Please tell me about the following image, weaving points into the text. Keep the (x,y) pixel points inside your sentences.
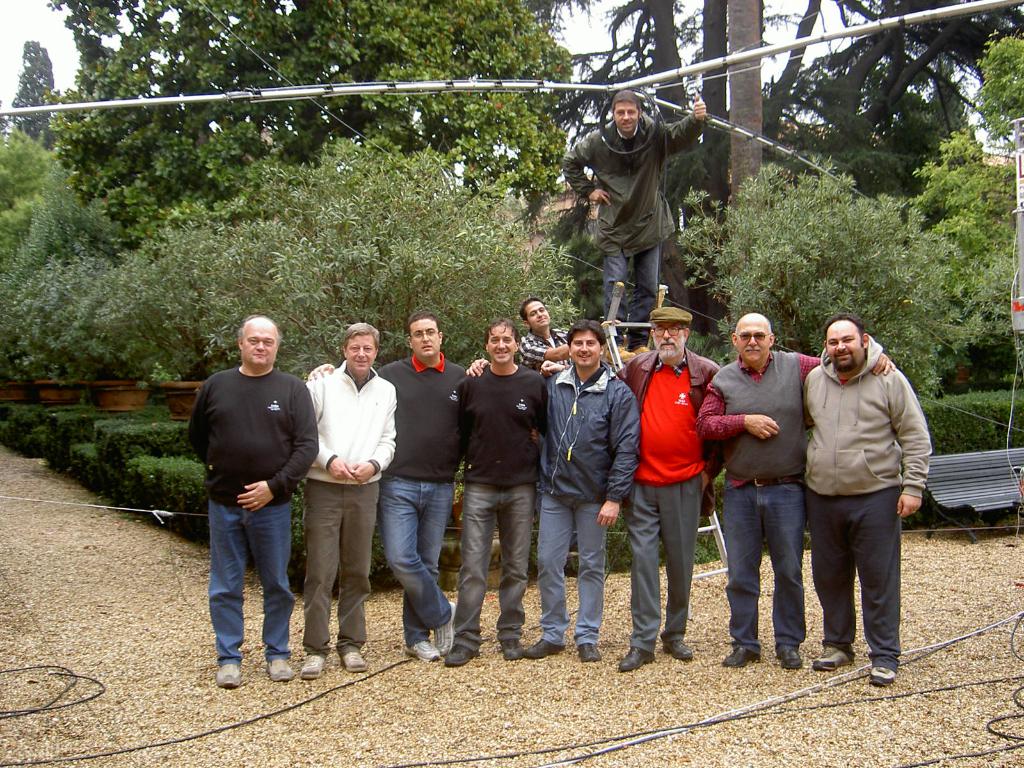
The picture of group of people (594,492). The group of people (713,479) are standing side by side. Above this group of people (661,396) the man (627,343) is standing on ladder (634,327), giving some still. Background of this group of people (259,398) trees (418,268) are surrounded. Trees (815,261) are in green color. The bench (977,479) is in black color. There are cables (698,724). Plants (136,489) are in green color. Sky (589,29) is in white color. Some men (844,395) are putting their hands (480,370) on another man shoulder (863,368).
